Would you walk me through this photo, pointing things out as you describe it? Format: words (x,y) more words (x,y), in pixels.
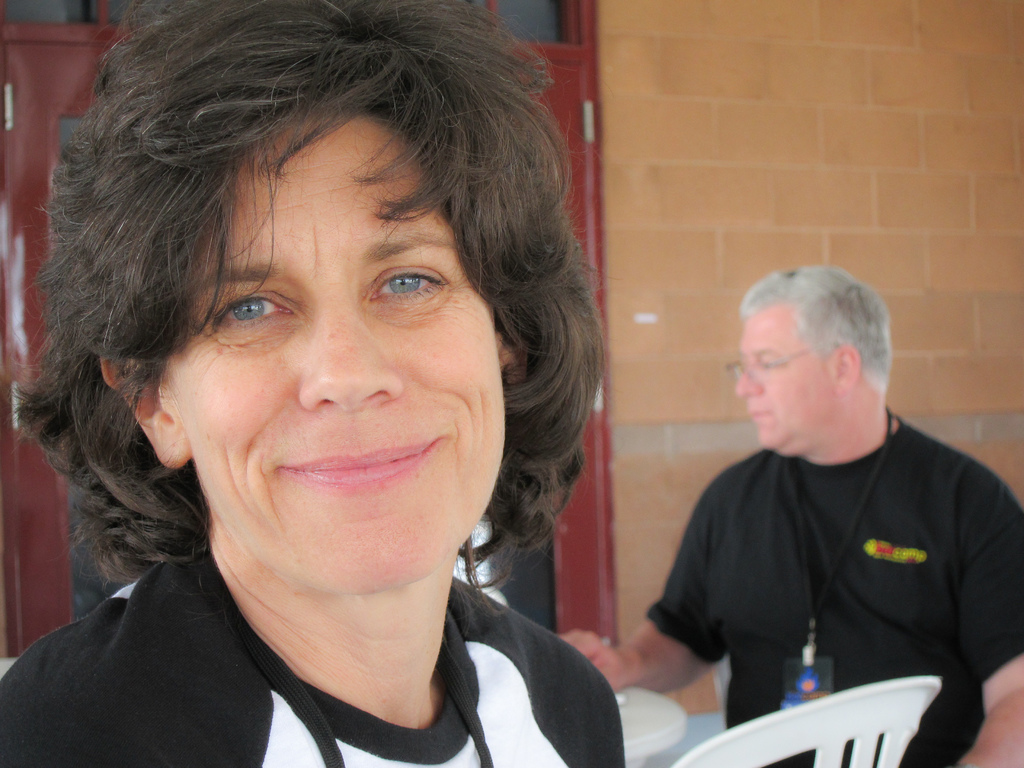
In this picture I can see a woman (289,445) in front (366,406) and I see that she is smiling. In the background (1007,246) I can see a man (714,555) wearing black color t-shirt (776,590) and I see a chair (709,765) in front of him and I can see the wall (751,279) and a red color thing (32,126) on the left side of this image (30,150).
